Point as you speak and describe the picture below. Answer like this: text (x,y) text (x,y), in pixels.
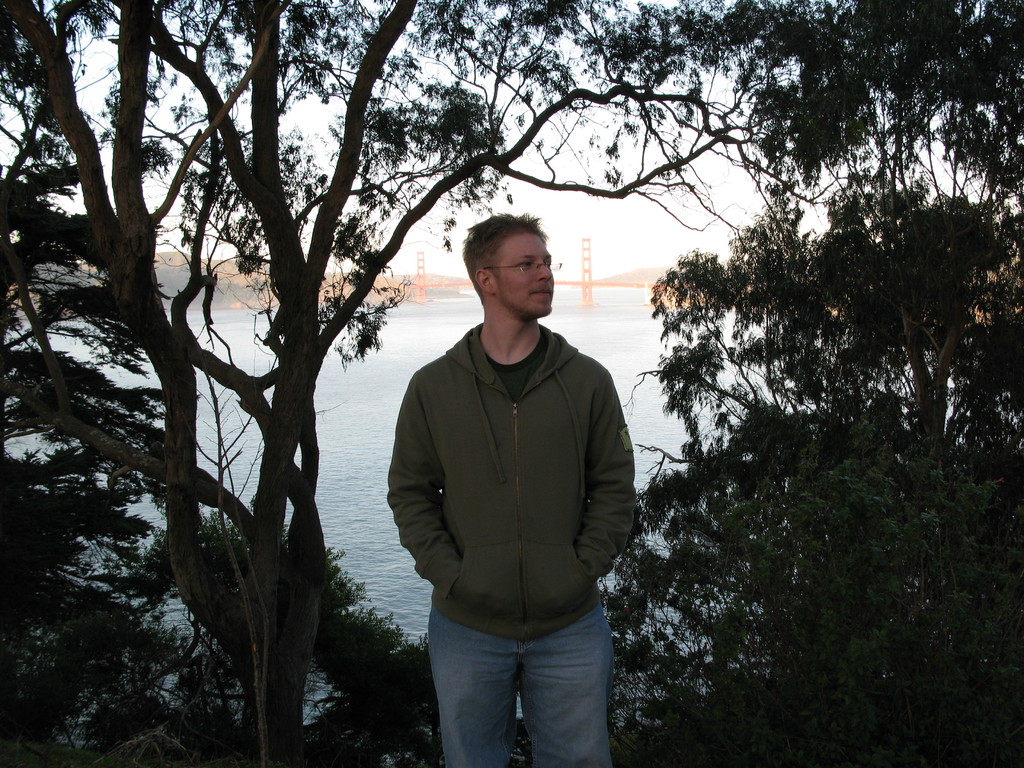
In this image, we can see a person (545,368) standing and wearing clothes (453,556). There are trees (191,506) on the left (40,448) and on the right side of the image (920,404). There is a river (355,386) and bridge (591,269) in the middle of the image (612,292).
